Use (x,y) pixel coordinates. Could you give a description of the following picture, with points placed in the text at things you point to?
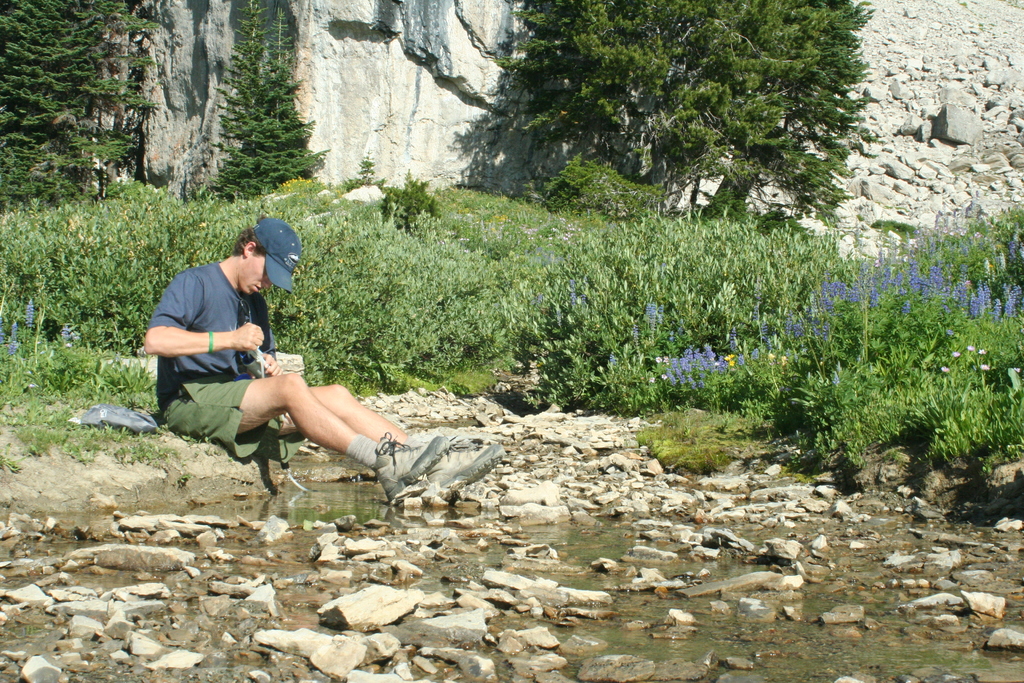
This image is taken outdoors. At the bottom of the image (416,588) there is a ground (256,646). There are many stones (94,566) on the ground (541,664). In the background (355,70) there is a rock (349,95). There are a few trees (86,105) and plants (663,276) with green leaves (630,257), stems (656,198) and branches (85,48). There are many stones (874,146) on the ground (918,102). In the middle of the image (357,436) there is a ground (119,455) with grass (78,397) on it and a man (226,347) is sitting on the ground (123,482) and he is holding something in his hands (268,374). On the right side of the image (849,357) there are a few plants (939,387) with flowers (946,366).
